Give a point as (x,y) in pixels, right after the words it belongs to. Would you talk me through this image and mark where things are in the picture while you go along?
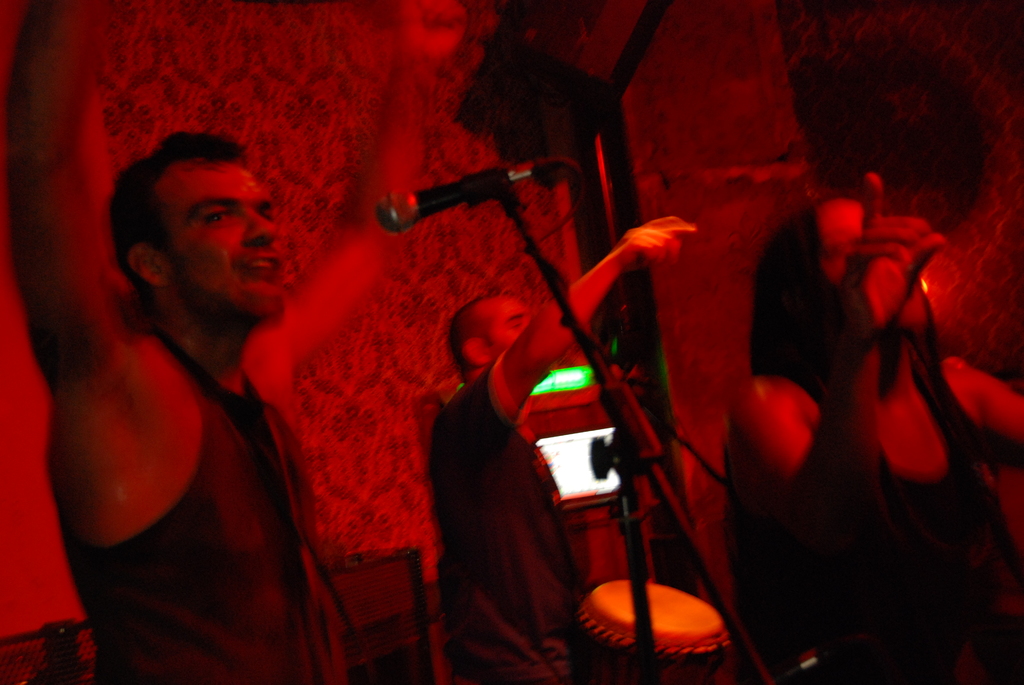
In this picture there are people (203,474) and we can see microphone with stand (733,609) and musical instrument (597,591). In the background of the image (579,502) we can see screen (597,432) and objects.
